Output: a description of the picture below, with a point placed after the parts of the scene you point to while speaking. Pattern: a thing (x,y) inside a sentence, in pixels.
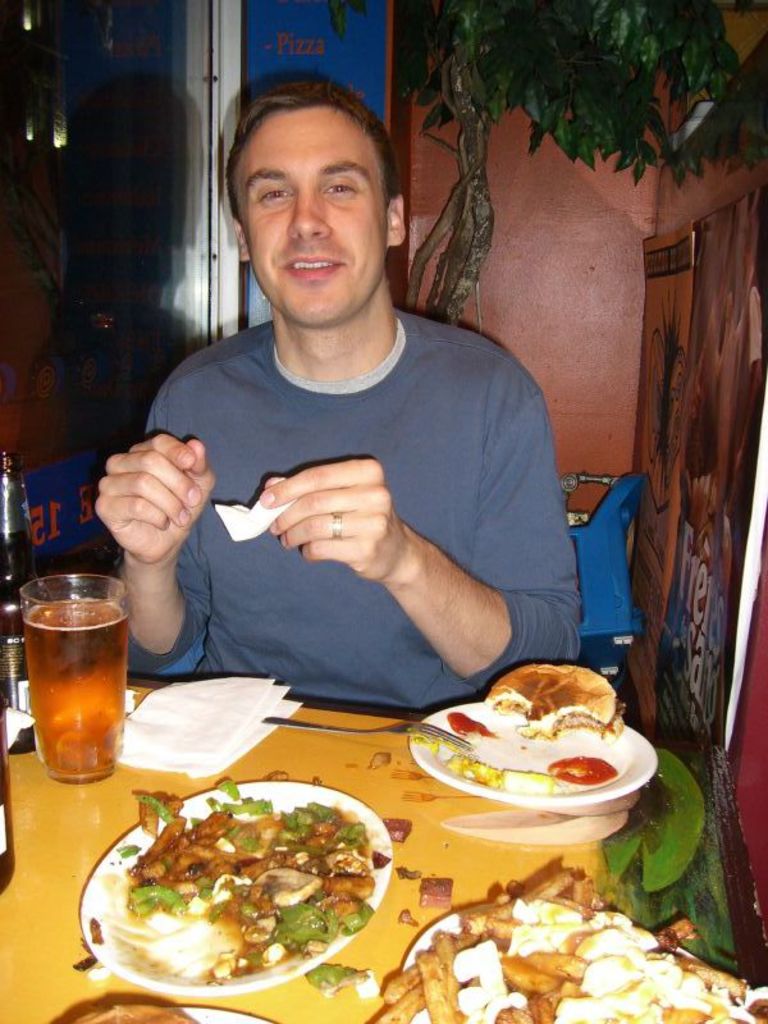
In this image I can see a person (476,384) is sitting on the chair (592,634) in front of the table (27,1009) on which I can see plates (103,895), glasses (121,715) and food items (321,874). In the background (463,82) I can see a wall (515,223), tree (455,88) and a door (209,232). This image is taken in a room (542,655).
